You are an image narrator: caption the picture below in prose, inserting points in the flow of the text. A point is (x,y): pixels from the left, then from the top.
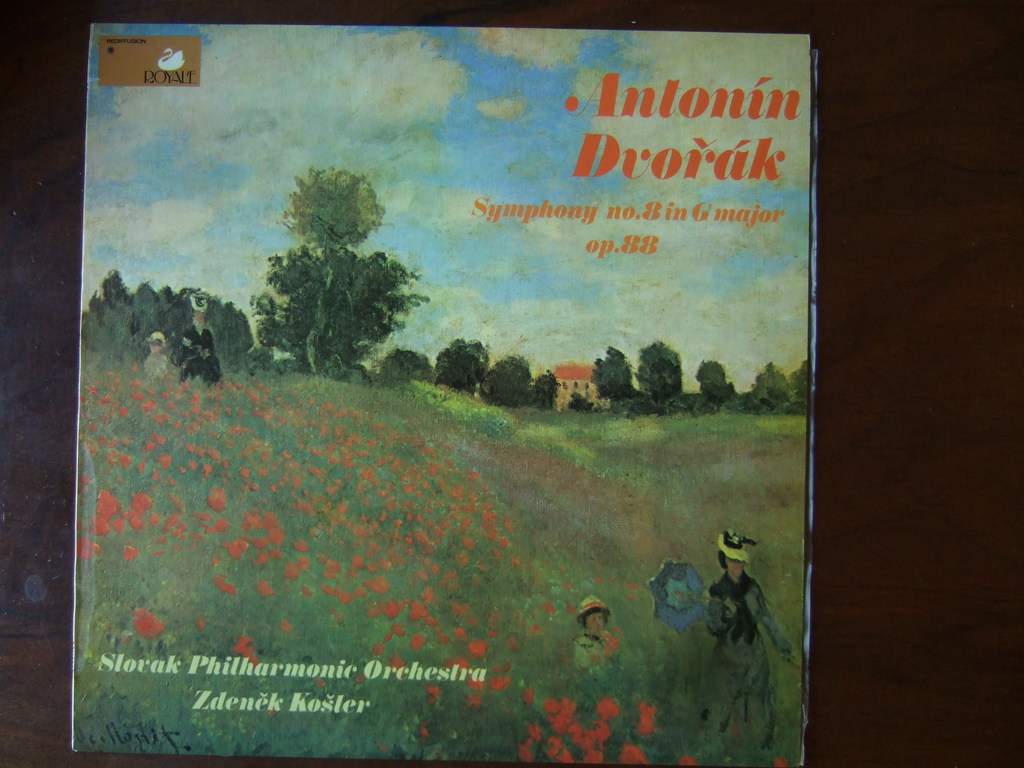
In this image I can see a brown colored surface (889,452) and on it I can see a record sleeve (619,90). I can see the cover (533,284) of the sleeve (460,344) on which I can see four persons (753,599) standing on the ground (634,655), few plants (515,590), few flowers (225,463) which are red in color, few trees (674,394), a building (574,373) and the sky (243,161).
